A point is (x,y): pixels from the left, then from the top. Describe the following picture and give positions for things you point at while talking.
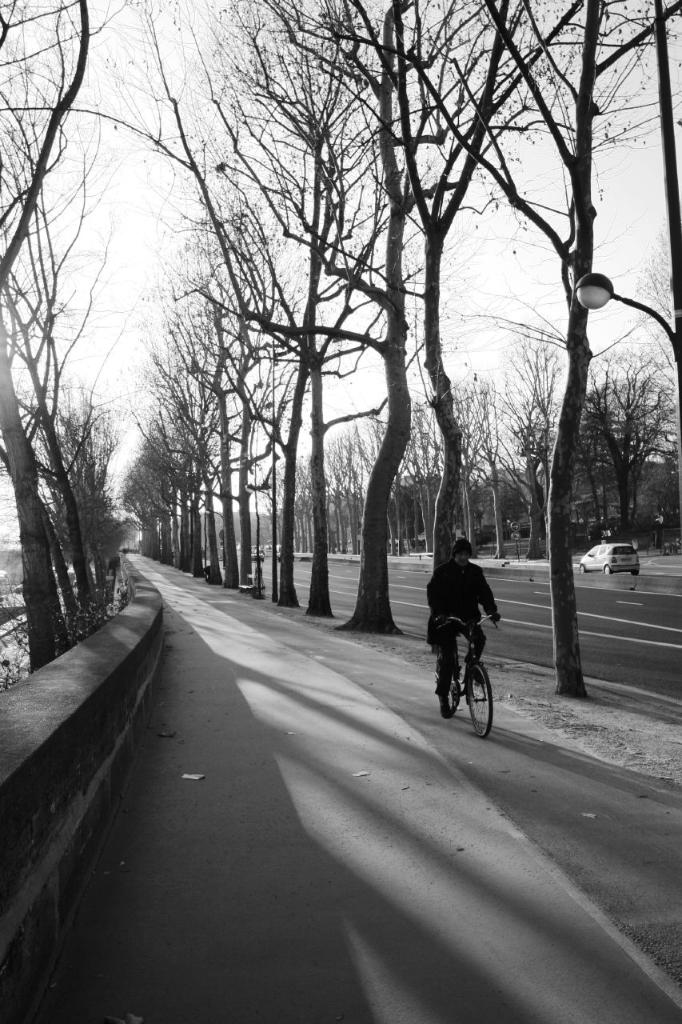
In the center (442,665) we can see one person (458,635) is riding bicycle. Coming to the background (593,445) we can see some trees (593,457), road (517,594) and one vehicle (615,551).
